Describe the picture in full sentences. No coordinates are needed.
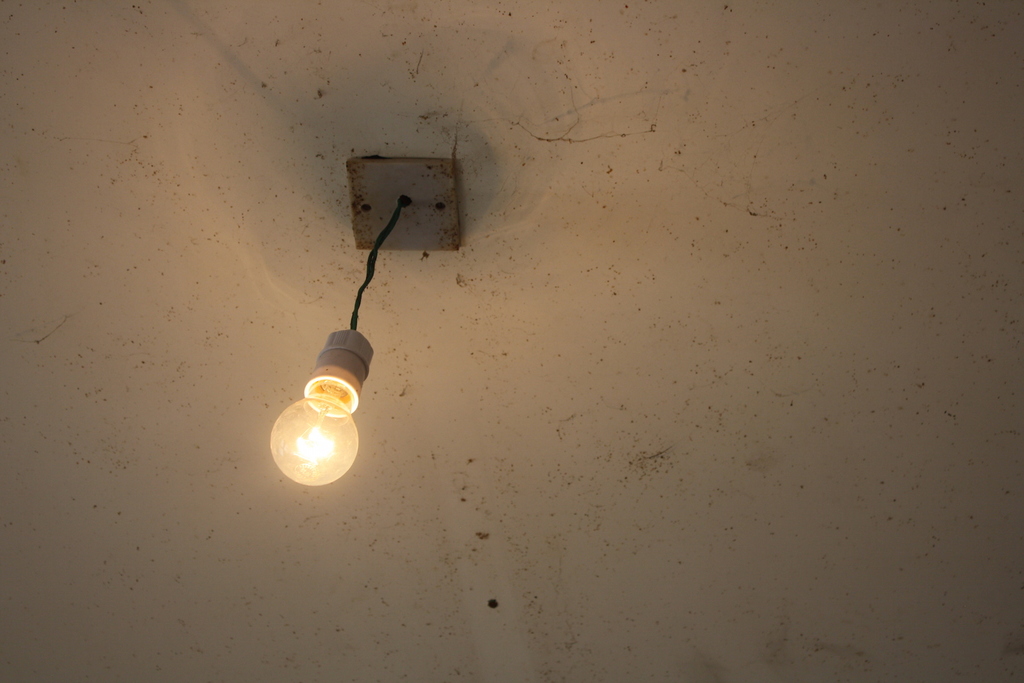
This is the picture of a bulb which is fixed through the wire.
